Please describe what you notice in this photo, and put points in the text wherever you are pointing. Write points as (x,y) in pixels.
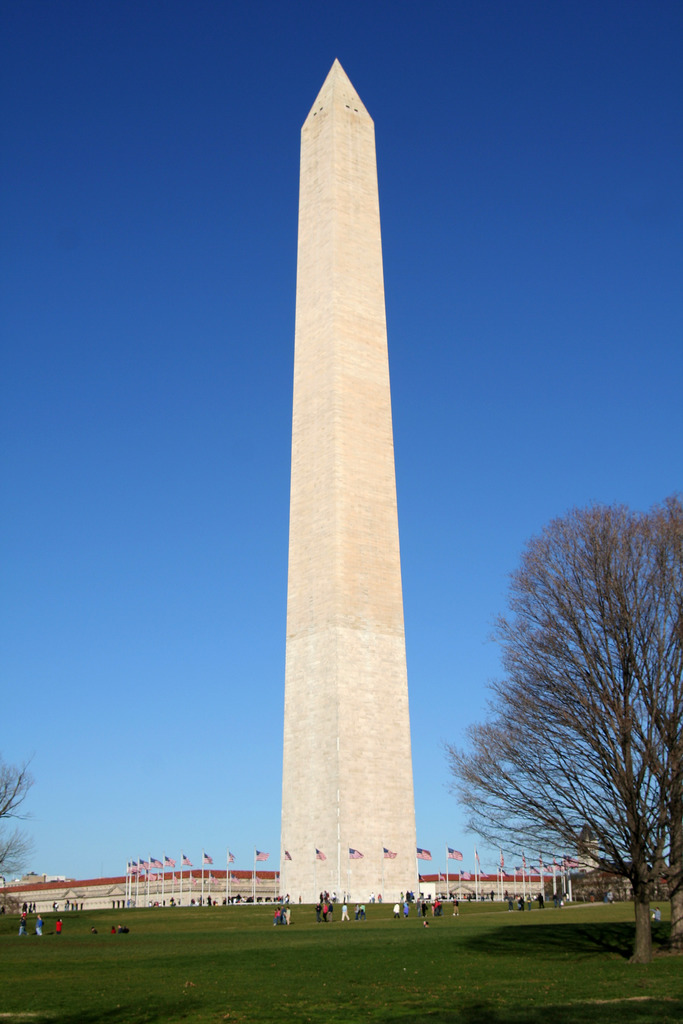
On the right (645,907) there are trees (632,959). In the background (15,938) there are few persons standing and walking on the grass (215,957). In the background (112,895) we can see poles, flags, tower (336,836), building (69,886) and sky (97,423).
